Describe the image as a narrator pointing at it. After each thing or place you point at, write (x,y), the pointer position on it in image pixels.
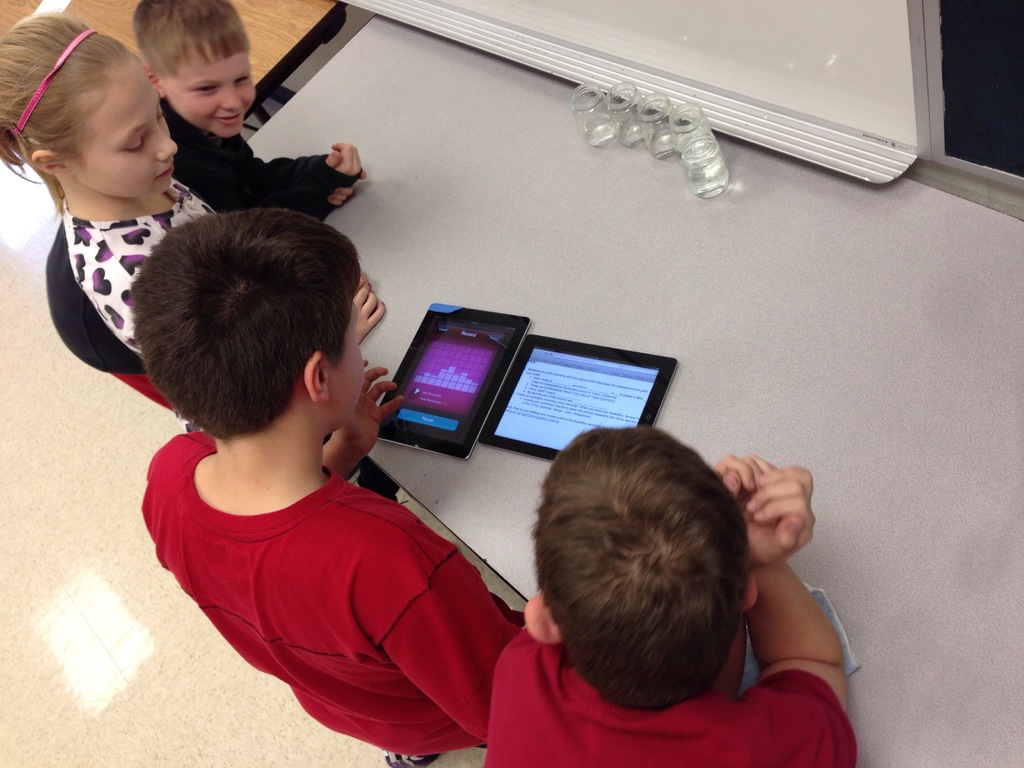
In this picture we can see children's (293,599), in front of them we can see a table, tabs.
